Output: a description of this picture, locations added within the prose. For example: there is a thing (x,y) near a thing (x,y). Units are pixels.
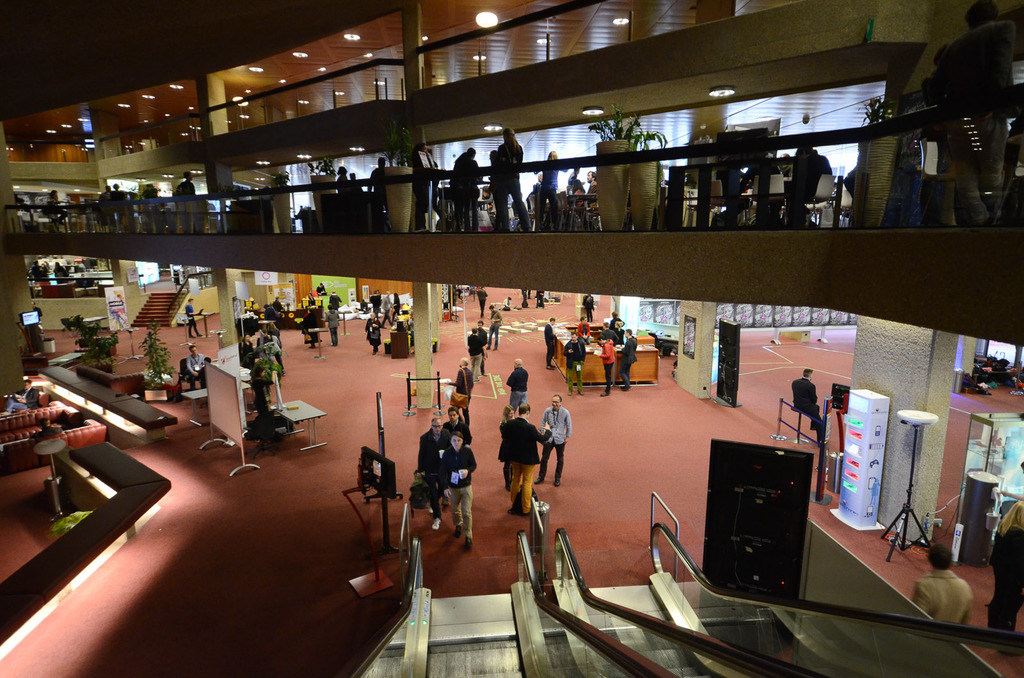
In this image we can see the inside of a building (337,446). There are many people (522,386) in the image. There are many chairs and tables (603,384) in the image. We can see few couches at the left side of the image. There are many houseplants (406,230) in the image. There are many objects (831,476) in the image. There are many lights (355,36) in the image. There are few staircases (802,647) in the image.
